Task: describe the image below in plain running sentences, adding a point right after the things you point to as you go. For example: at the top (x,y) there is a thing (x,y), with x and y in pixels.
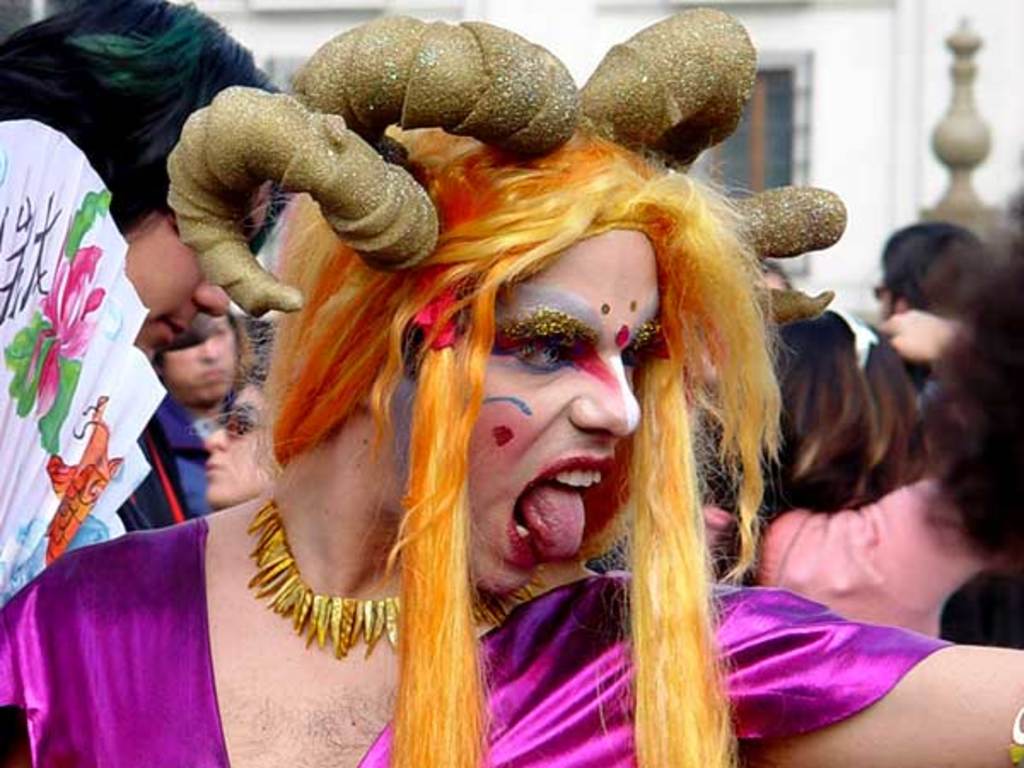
This image is taken outdoors. In the background (571,19) there is a wall (865,61) with a window (790,115) and there are a few people (837,435). In the middle of the image (402,365) there is a person (249,723) with a weird costume (557,656) and horns (408,180) on the head (512,333) and there is a hand fan (63,382).
